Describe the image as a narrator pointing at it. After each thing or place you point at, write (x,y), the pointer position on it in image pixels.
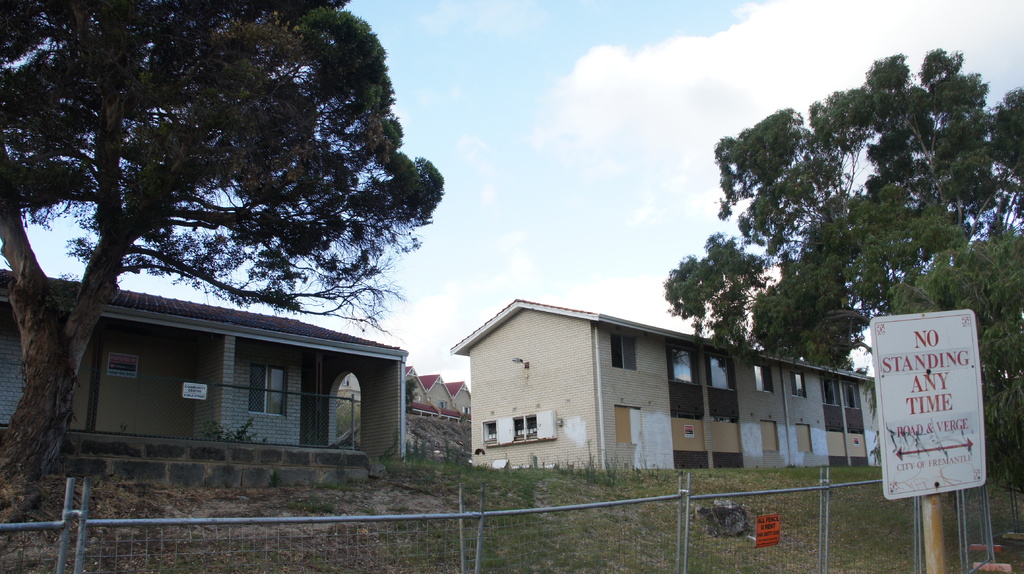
In this image we can see some buildings (266,329) and there are some trees (62,151) and grass (845,541) on the ground (976,489). There is a fence (957,496) and we can see a board (957,415) with the text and at the top (407,41) we can see the sky (569,46).
